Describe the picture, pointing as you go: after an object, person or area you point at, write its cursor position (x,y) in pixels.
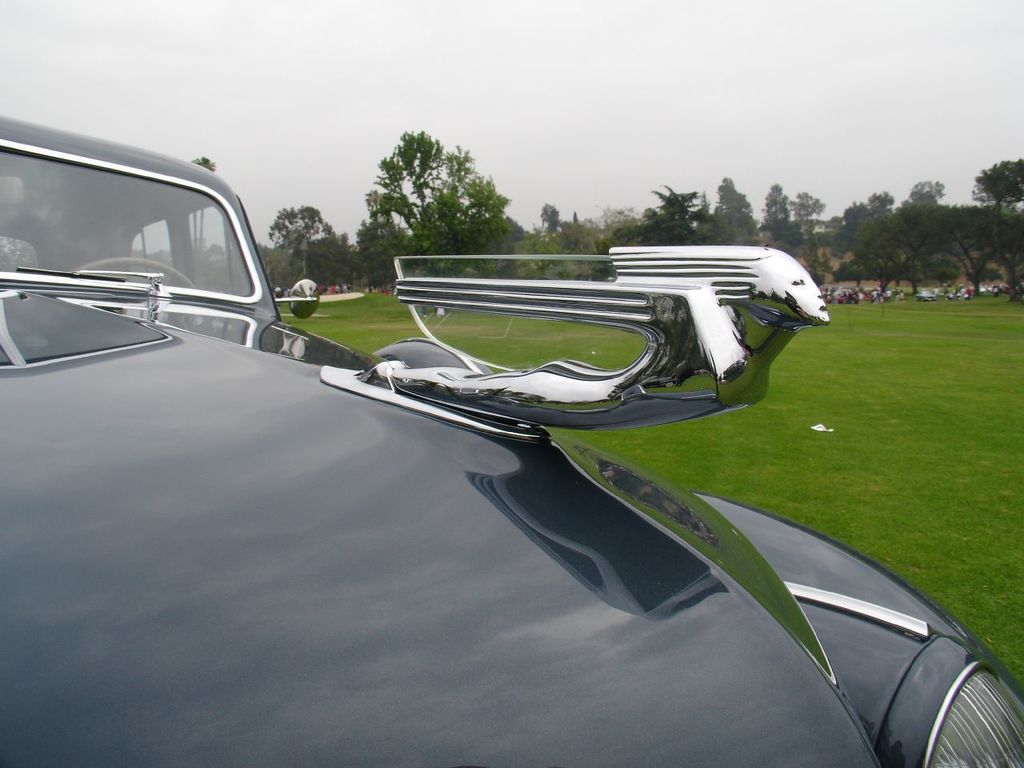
In this image we can see a vehicle (475,675) and there are some people (872,294) and we can see the grass (1010,390) on the ground (1001,306). There are some trees (877,205) in the background (975,189) and at the top (762,209) we can see the sky (275,203).
